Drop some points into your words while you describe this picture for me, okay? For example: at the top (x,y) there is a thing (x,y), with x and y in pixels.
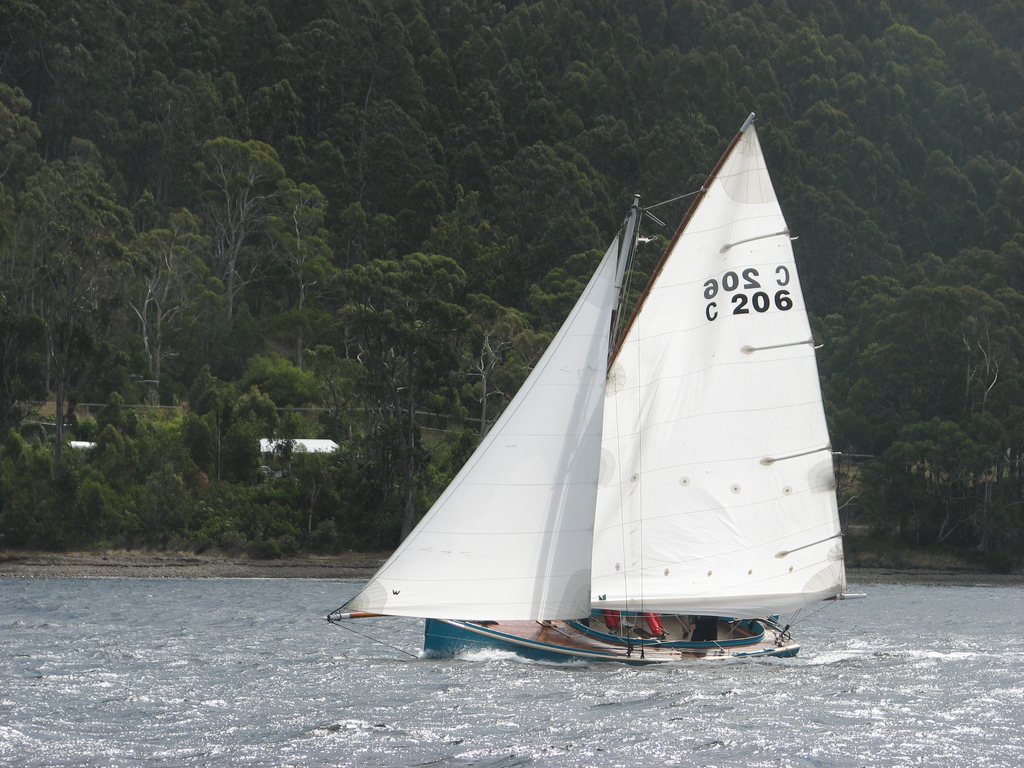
In this picture there is a boat (633,615) which is on the water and there are two white color objects (615,447) above it and there are trees (390,203) in the background (339,153).
